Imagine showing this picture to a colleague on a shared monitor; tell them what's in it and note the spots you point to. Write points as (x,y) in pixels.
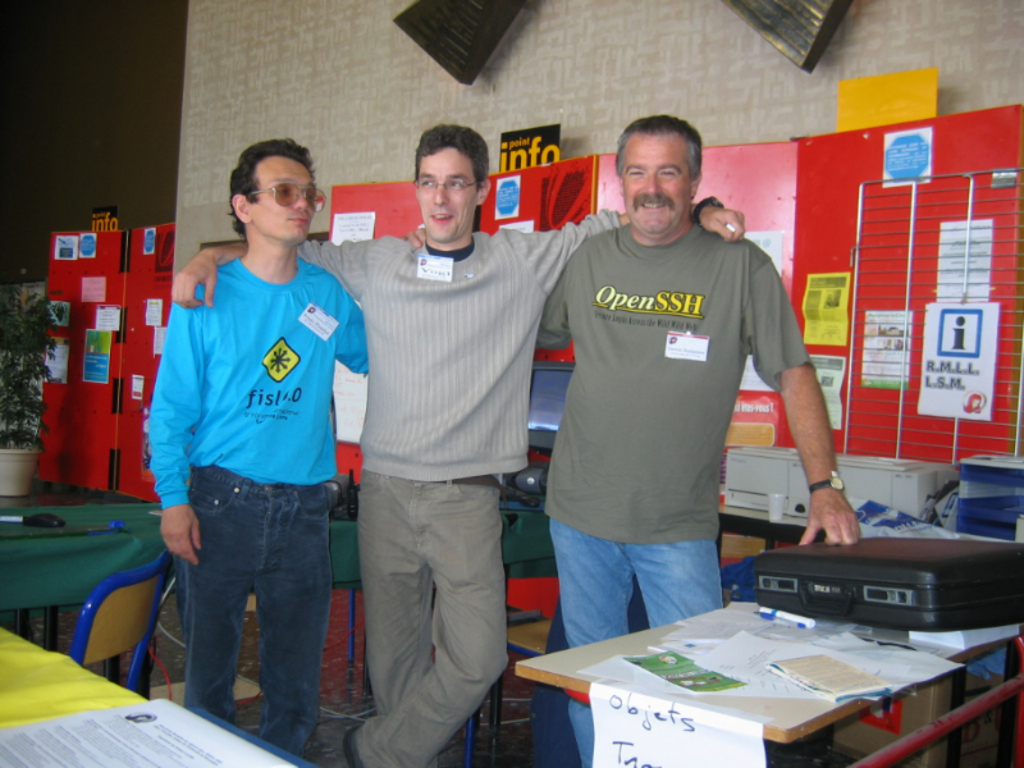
there are three persons (339,282) standing in front of a table (715,705) with the chairs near to them.
